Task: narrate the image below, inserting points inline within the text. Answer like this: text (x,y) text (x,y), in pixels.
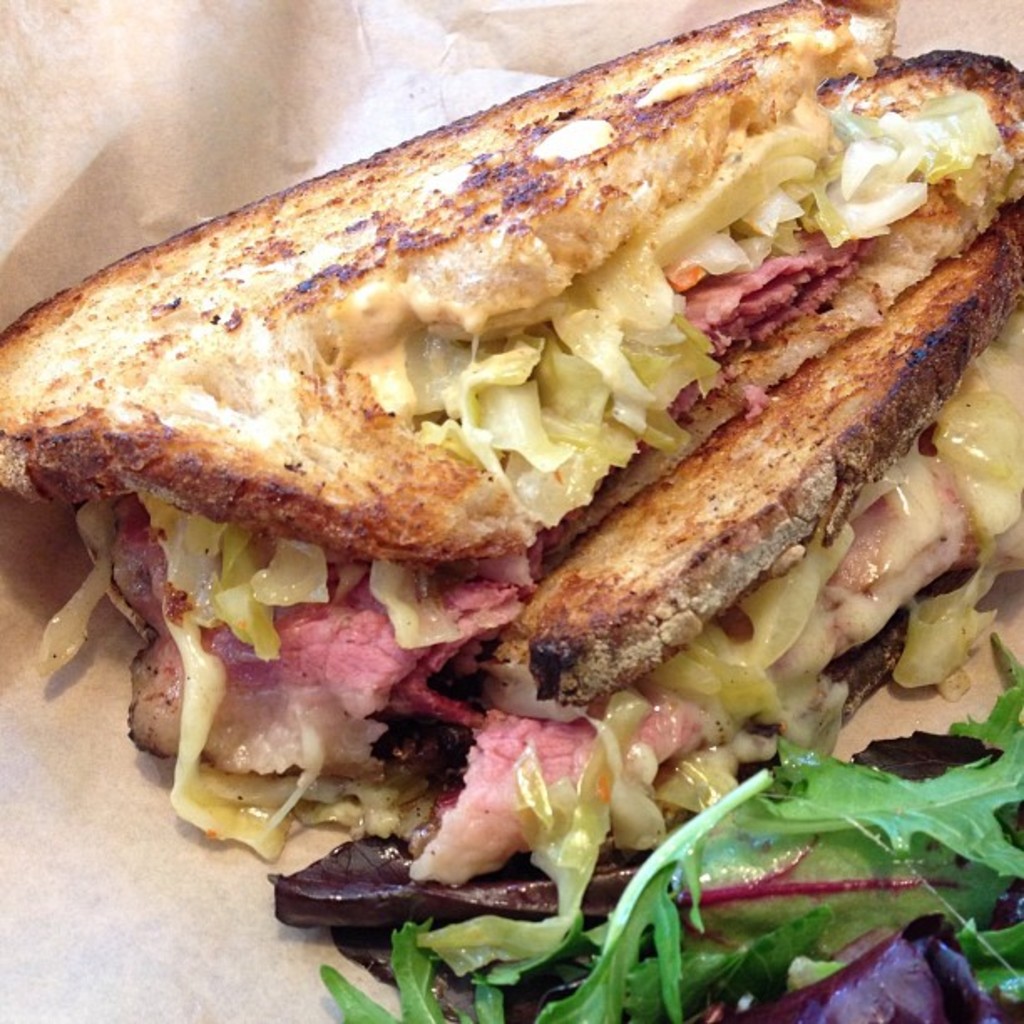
In this image there is food (564,609) on an object (121,837), the background of the image (355,38) is white in color.
